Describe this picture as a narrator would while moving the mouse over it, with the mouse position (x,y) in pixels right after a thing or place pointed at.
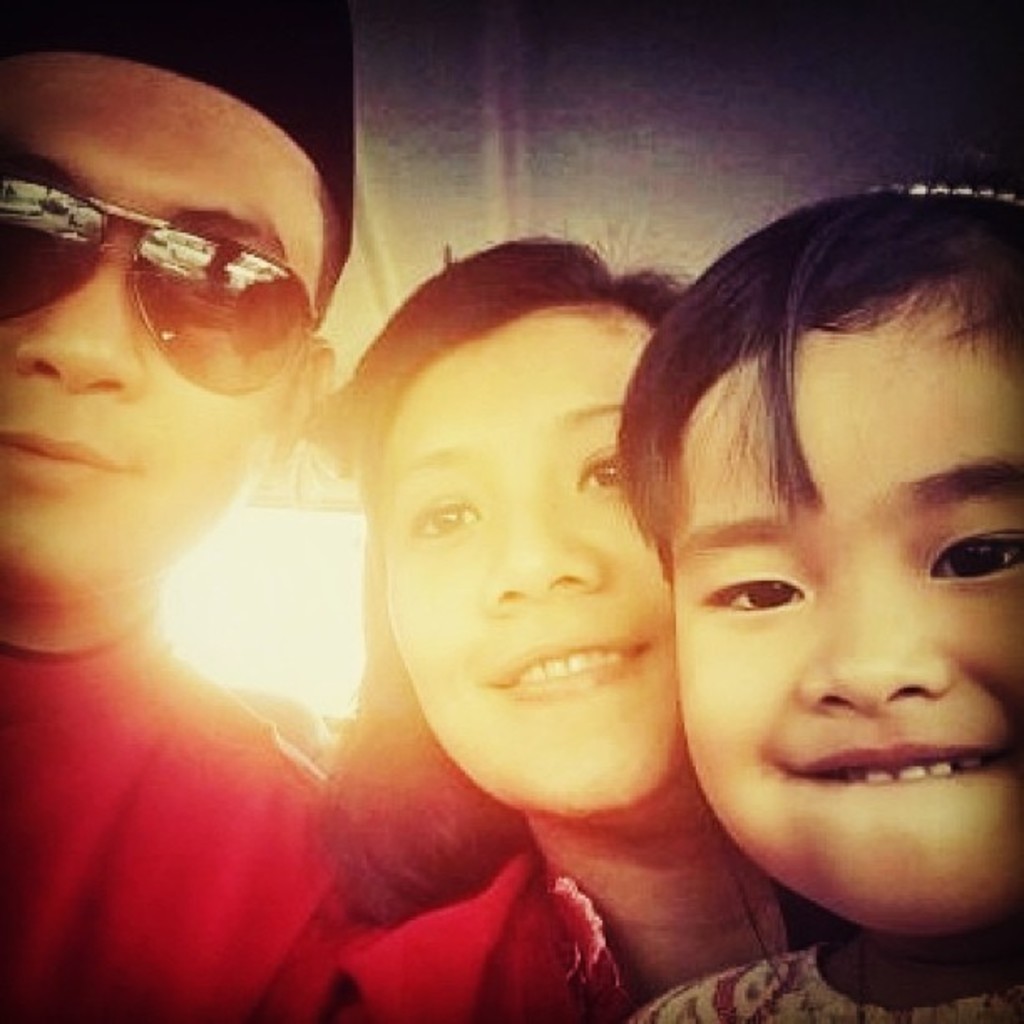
In the image there is a man (88,9), woman (503,553) and kid (897,628) in the front (696,861).
